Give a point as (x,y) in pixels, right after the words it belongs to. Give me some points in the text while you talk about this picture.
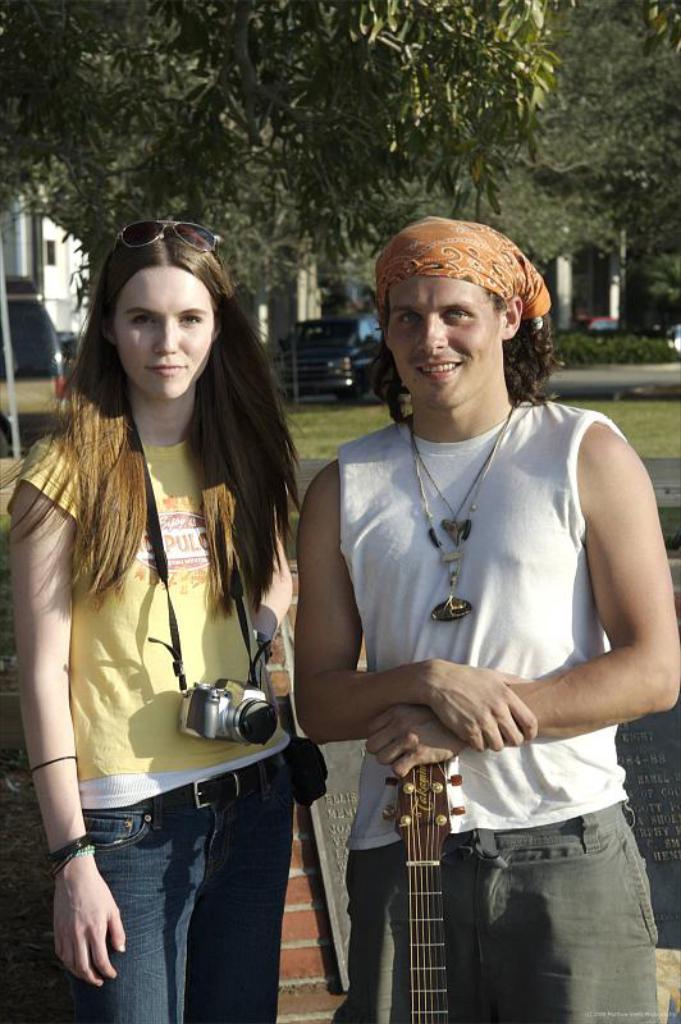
The person (488,664) in the right (505,664) is standing and placing his hands (424,708) on guitar (419,881) and the women (207,556) in left (197,586) is carrying a camera (218,695). In background (300,95) there are trees (416,114).
